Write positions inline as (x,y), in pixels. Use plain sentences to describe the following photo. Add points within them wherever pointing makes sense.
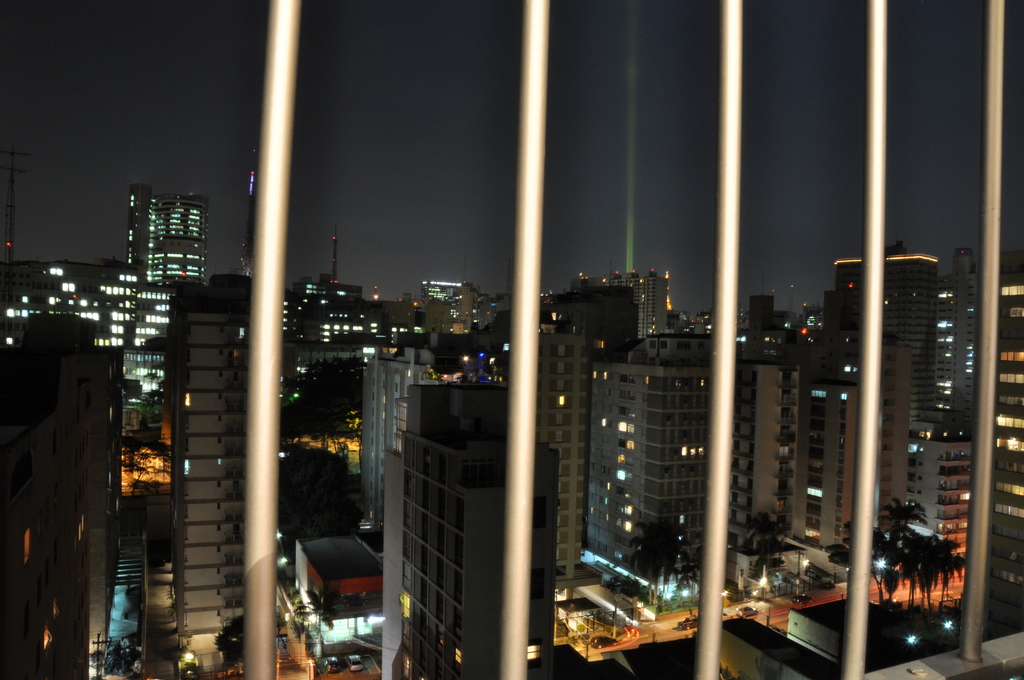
In this picture there are buildings (932,308) in the center of the image (578,378), it seems to be the image is captured during night time.
